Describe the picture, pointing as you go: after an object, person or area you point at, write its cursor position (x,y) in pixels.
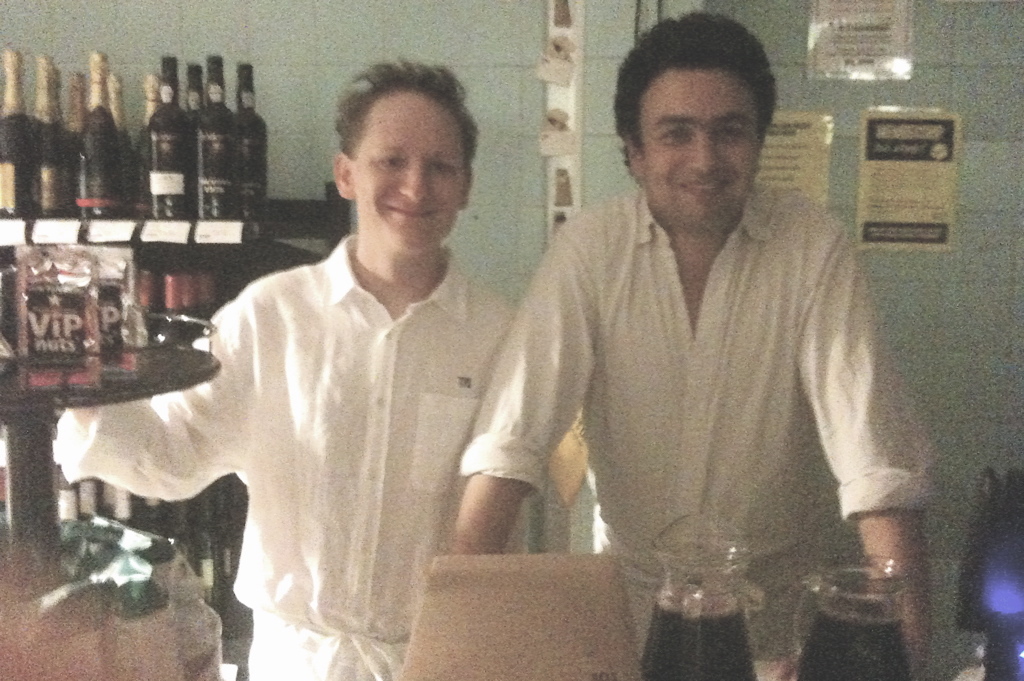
In this picture, we see two men (564,324) are standing. They are smiling and they might be posing for the photo. In front of them, we see a box (564,622) and a table (782,666) on which glass jars (835,585) containing liquid (701,642) are placed. On the left side (24,503), we see a table (96,391) on which some packets (76,339) are placed. Beside that, we see a rack (76,215) in which many glass bottles (139,178) are placed. In the background (492,163), we see a wall (503,176) on which posters (865,156) are pasted. In the right bottom (1018,577), we see a blue color light (991,578).
